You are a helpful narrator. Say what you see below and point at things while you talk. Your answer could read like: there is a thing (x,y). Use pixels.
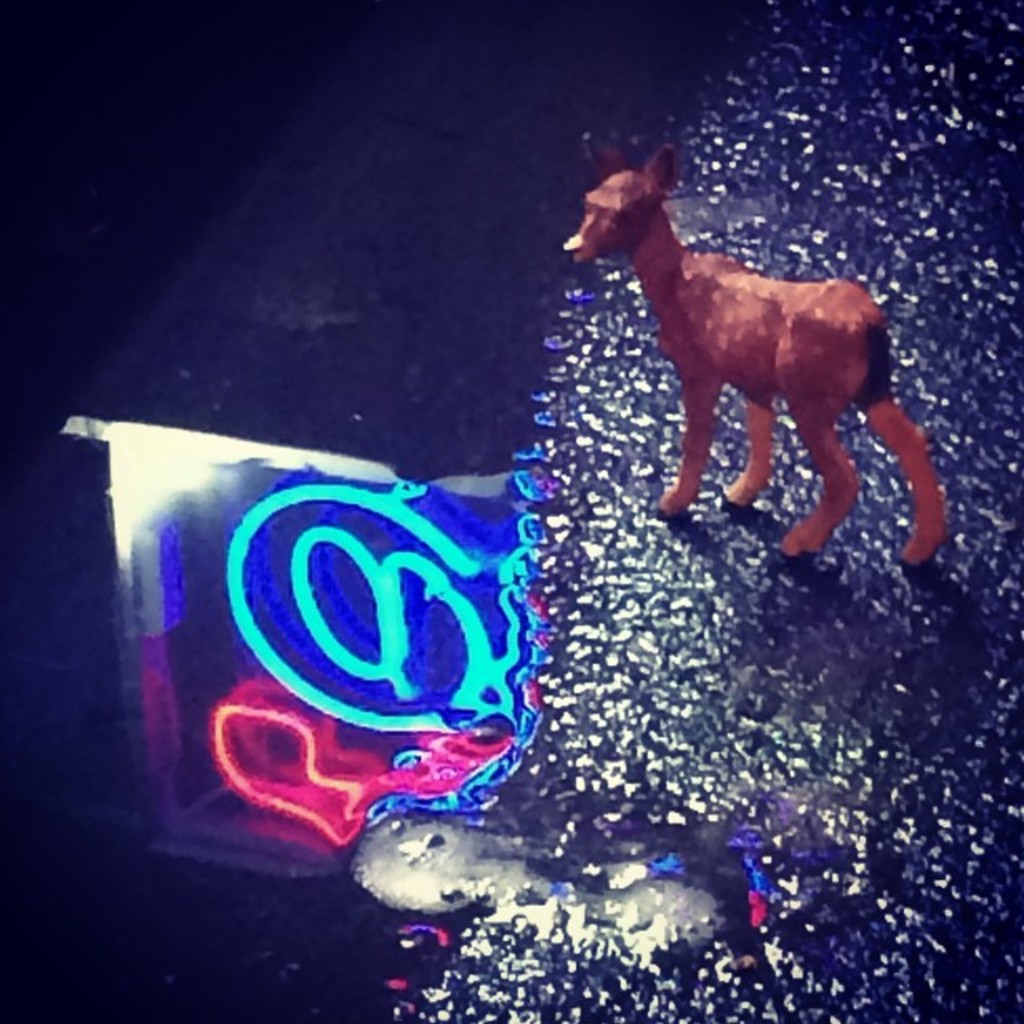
In this picture we can see a statue (944,515) of an animal (754,458). There is a colorful object (215,782) on the left side (314,493).
